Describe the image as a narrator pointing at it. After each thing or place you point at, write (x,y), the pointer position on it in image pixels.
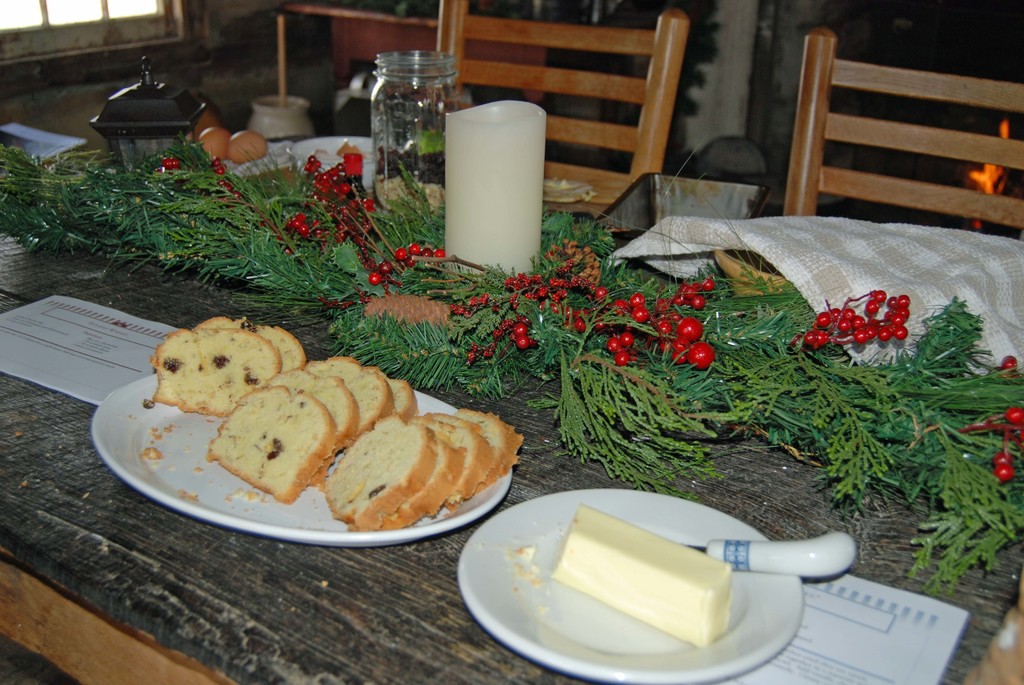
This is a picture taken in a room (241,576), this is a table (306,625) on the table (314,613) there are plates (471,580), food items (612,594), knife (752,566), jar (391,129) and some items (667,480). In front of the table (474,270) there are chairs (653,122) and wall (711,78).
